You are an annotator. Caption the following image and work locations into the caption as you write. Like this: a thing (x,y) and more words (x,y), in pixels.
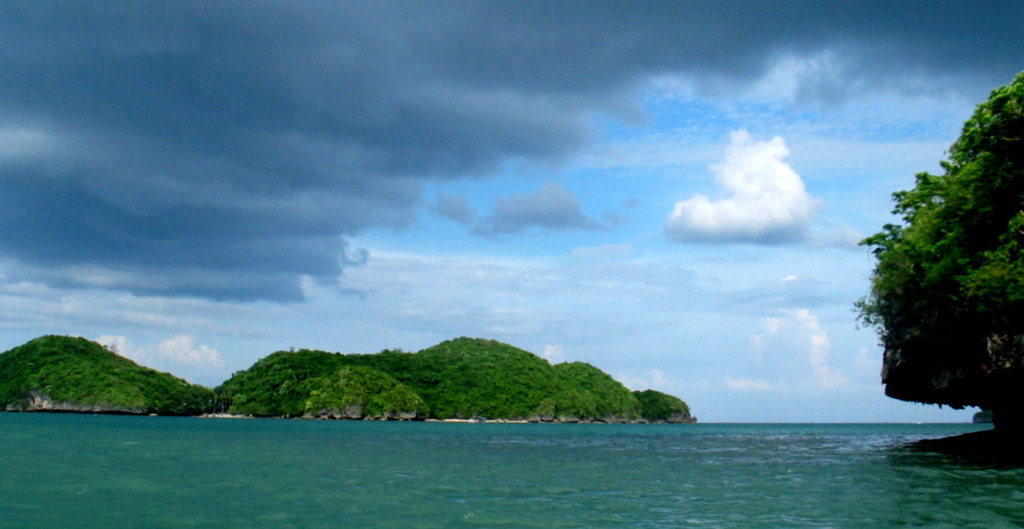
In this image, we can see some water (704,447). There are a few hills (459,359) and trees (547,377). We can see the sky (543,179) with clouds (558,40).
